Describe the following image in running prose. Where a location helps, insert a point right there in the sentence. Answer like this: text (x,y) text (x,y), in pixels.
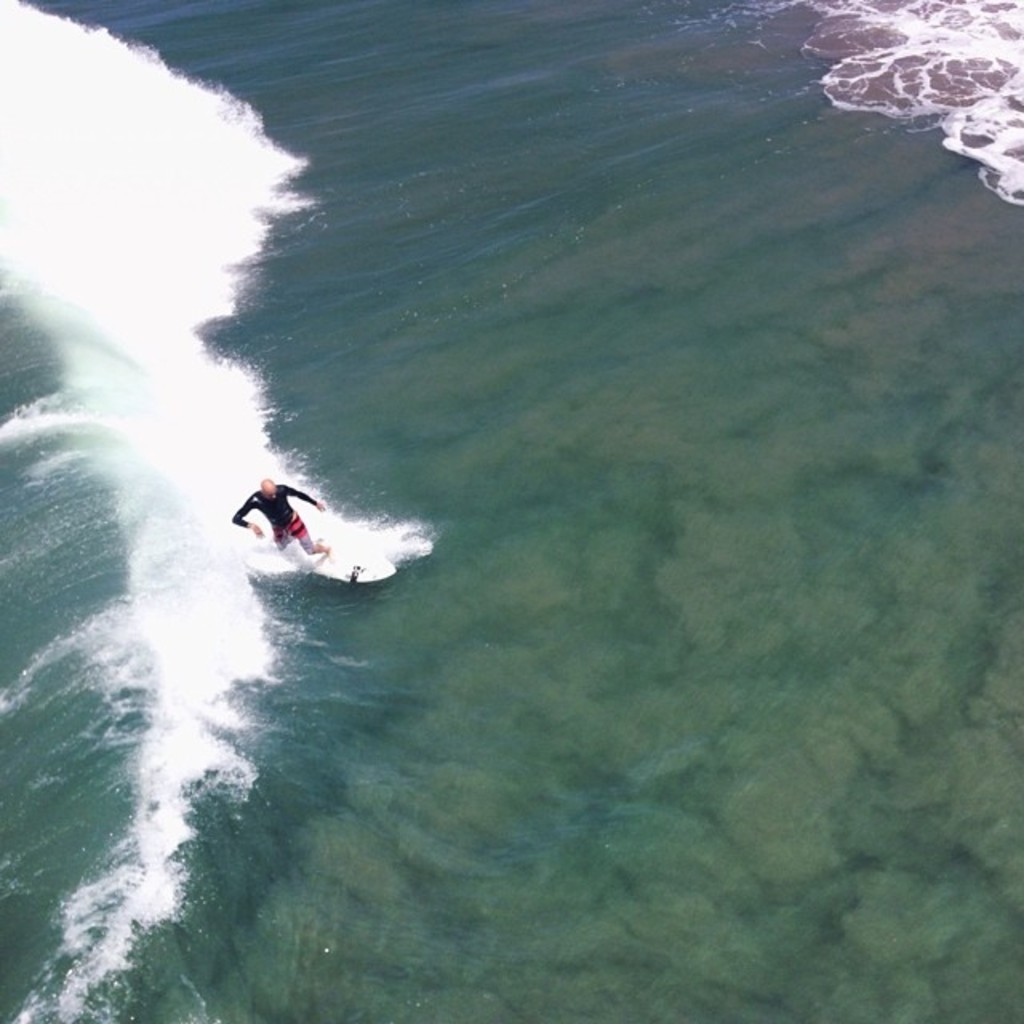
In this image we can see the sea (395,601), one man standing on the surfboard (348,568) and surfing in the sea (471,334).
